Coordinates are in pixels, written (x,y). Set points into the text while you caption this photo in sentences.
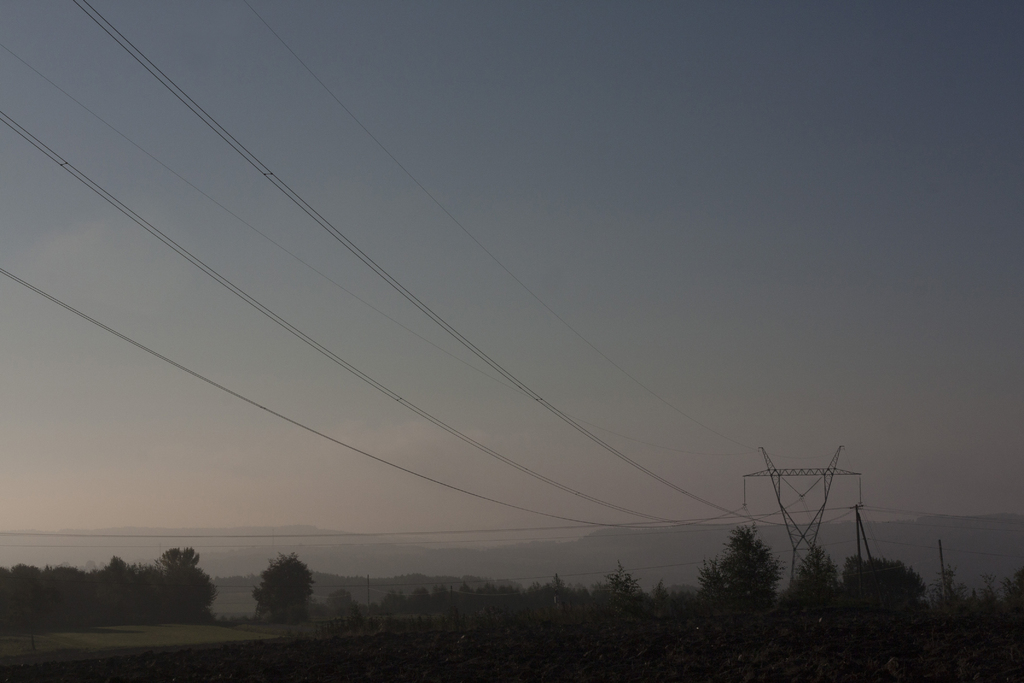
In this picture we can see the hills (675,531), tower (779,501), poles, trees (739,545), wires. At the top of the image (553,138) we can see the sky (479,423).
